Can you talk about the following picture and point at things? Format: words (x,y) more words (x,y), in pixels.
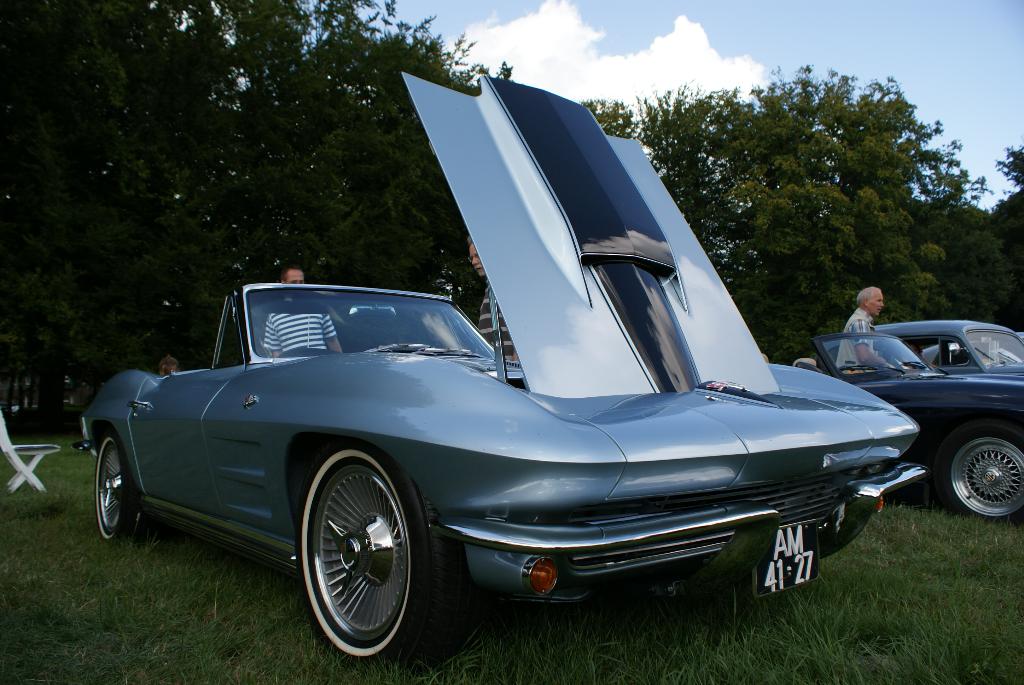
In this image, I can see three persons (299,281) standing and there are three cars (857,427) on the grass (786,626). On the left side of the image (5,445), I can see a chair (38,456). In the background (89,241), there are trees (88,244) and the sky (658,50).
